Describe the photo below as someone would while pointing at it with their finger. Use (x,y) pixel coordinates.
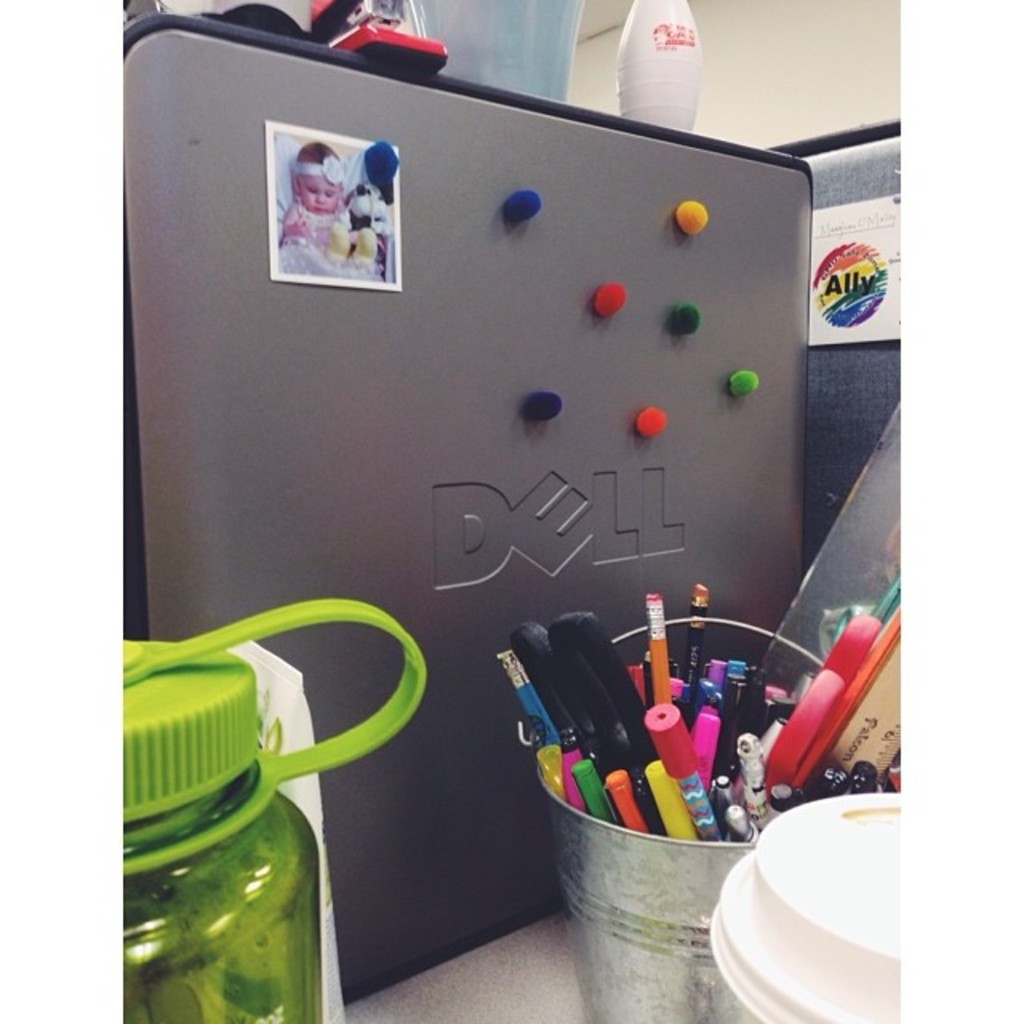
This is an dell electronic device (646,294). A photo (367,250) is attached to this device (481,310). In-front of this device (581,583) there is a bucket (653,996). In this bucket (675,861) there are pens (744,762), pencils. This is a green color bottle (220,831).
